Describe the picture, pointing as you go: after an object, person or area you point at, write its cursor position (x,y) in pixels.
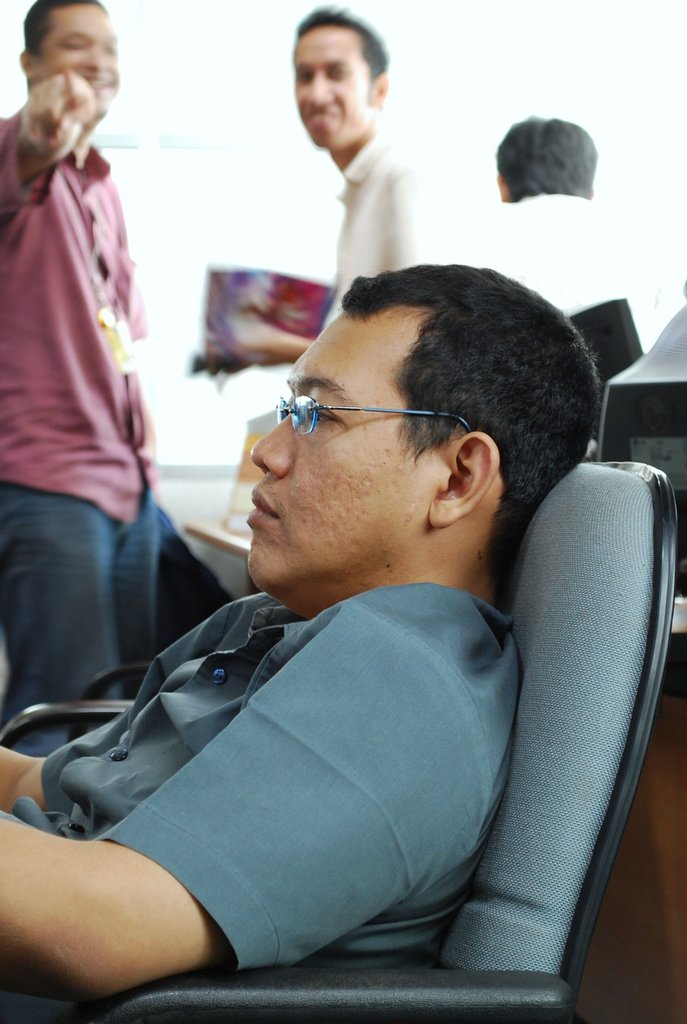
There are four men (493,594). And the man (297,770) with the green shirt (351,818) is sitting on a chair (440,981). And the man (46,310) with the red shirt (47,257) is laughing. And the men (376,178) with white shirt (367,191) is standing and holding a book (266,309) in his hand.
